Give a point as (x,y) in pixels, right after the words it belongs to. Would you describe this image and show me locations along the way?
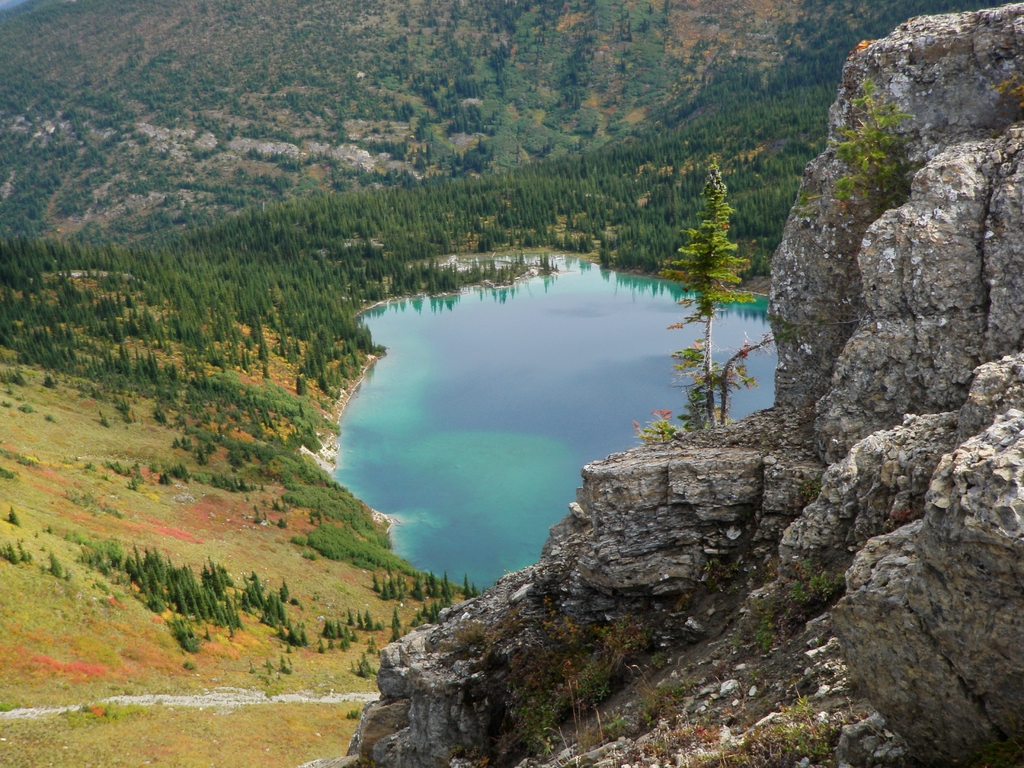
In this picture we can observe a small lake (467,397). There are some trees (274,206) on the ground (223,462). We can observe a hill (364,51) in the background (649,69).
